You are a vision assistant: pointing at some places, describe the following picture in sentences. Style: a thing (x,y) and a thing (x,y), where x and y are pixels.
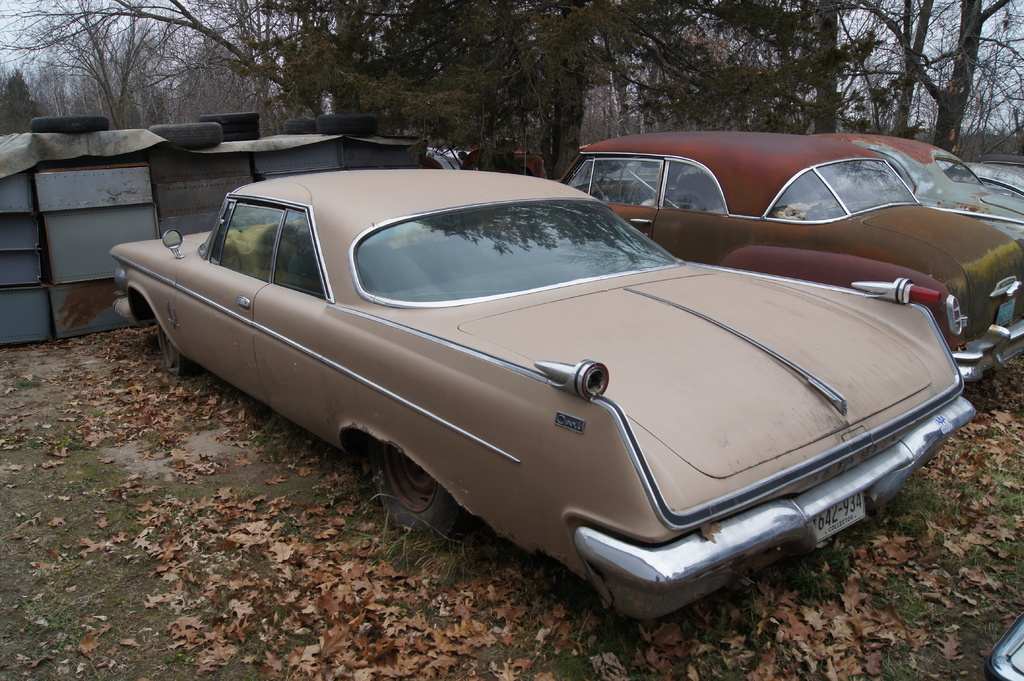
In this image we can see cars (586,378) parked on the ground (968,537). Here we can see dry leaves (178,632), grass (98,584), tires (233,133), and trees (476,86) in the background (343,113).
